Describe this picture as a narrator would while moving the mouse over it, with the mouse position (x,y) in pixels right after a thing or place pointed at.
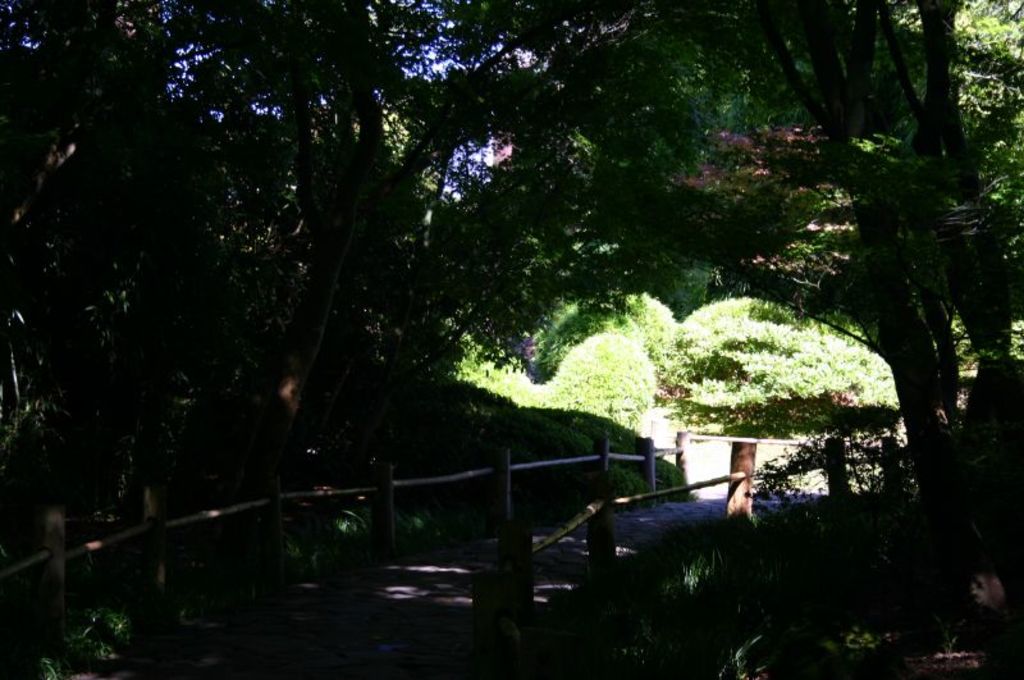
There is a road (379,590). On both sides of this road (243,648), there is wooden fencing (93,540). On the right side (928,620), there are trees (941,429) and plants (679,659) on the ground (969,606). In the background (868,339), there are trees (415,30), plants (636,339) and there is sky (472,166).
